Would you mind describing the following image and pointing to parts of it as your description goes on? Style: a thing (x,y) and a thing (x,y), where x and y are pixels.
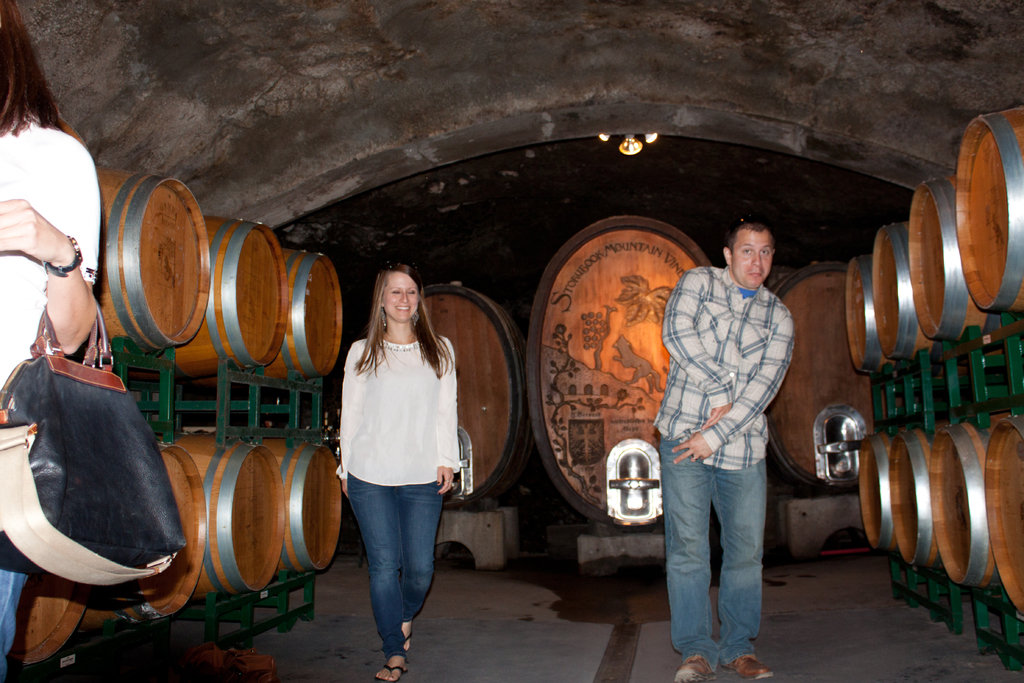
In the center of the image (383,417) there are two persons (675,464). To both sides of the image there are barrels (857,317). At the top of the image (619,74) there is a ceiling (535,102). In the background of the image (571,291) there is a wooden carving (621,327). To the left side of the image (33,81) there is a lady (43,182).
